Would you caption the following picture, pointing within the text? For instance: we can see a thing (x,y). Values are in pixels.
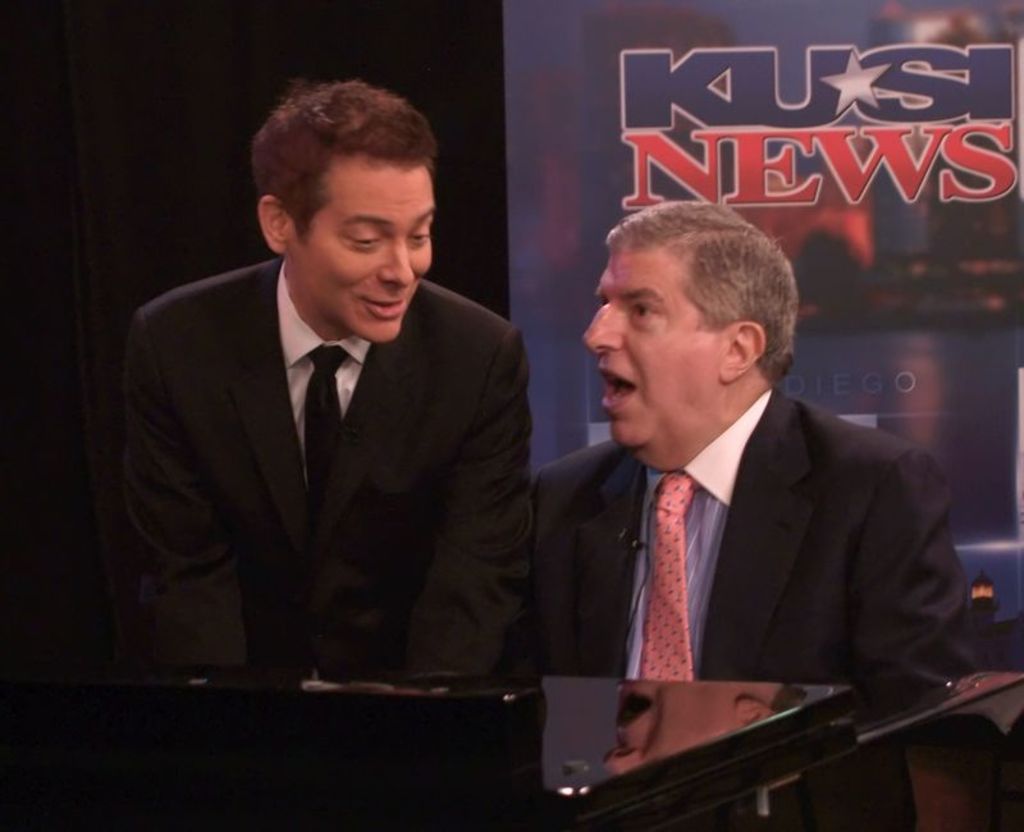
This picture shows a man (692,522) seated and we see another man (204,396) standing on the side and we see a advertisement board (817,231) on the back (997,47), Both of them wore coats (446,427) and we see a piano (271,728).
